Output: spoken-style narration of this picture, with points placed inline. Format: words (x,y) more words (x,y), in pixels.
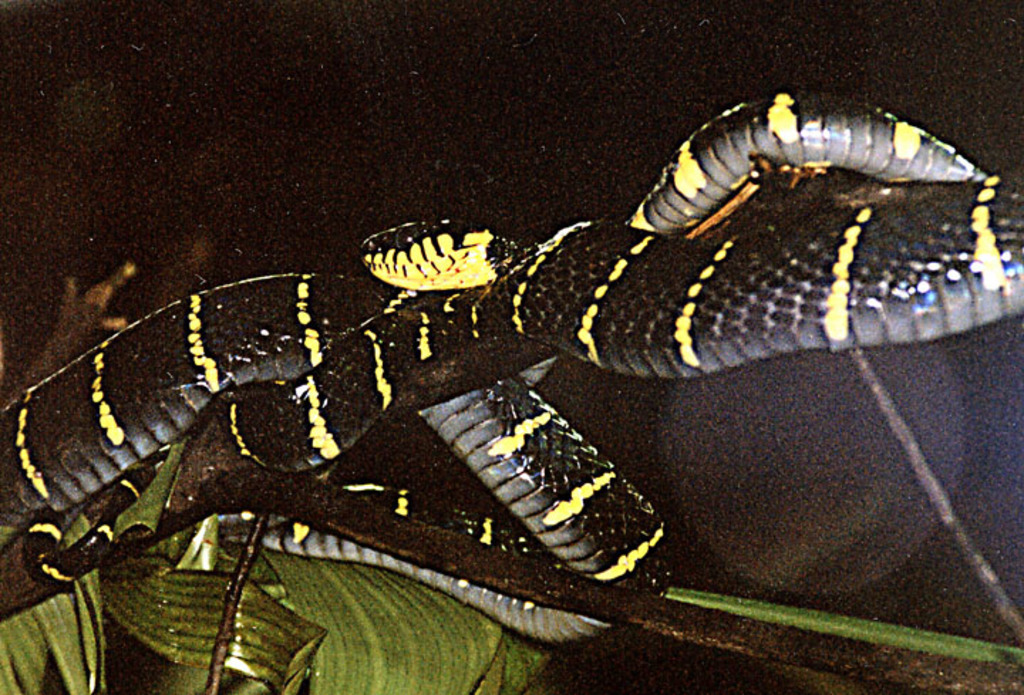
In this picture we can see snake (136,455), branch (227,505) and leaves (131,588). In the background of the image (350,175) it is dark.
